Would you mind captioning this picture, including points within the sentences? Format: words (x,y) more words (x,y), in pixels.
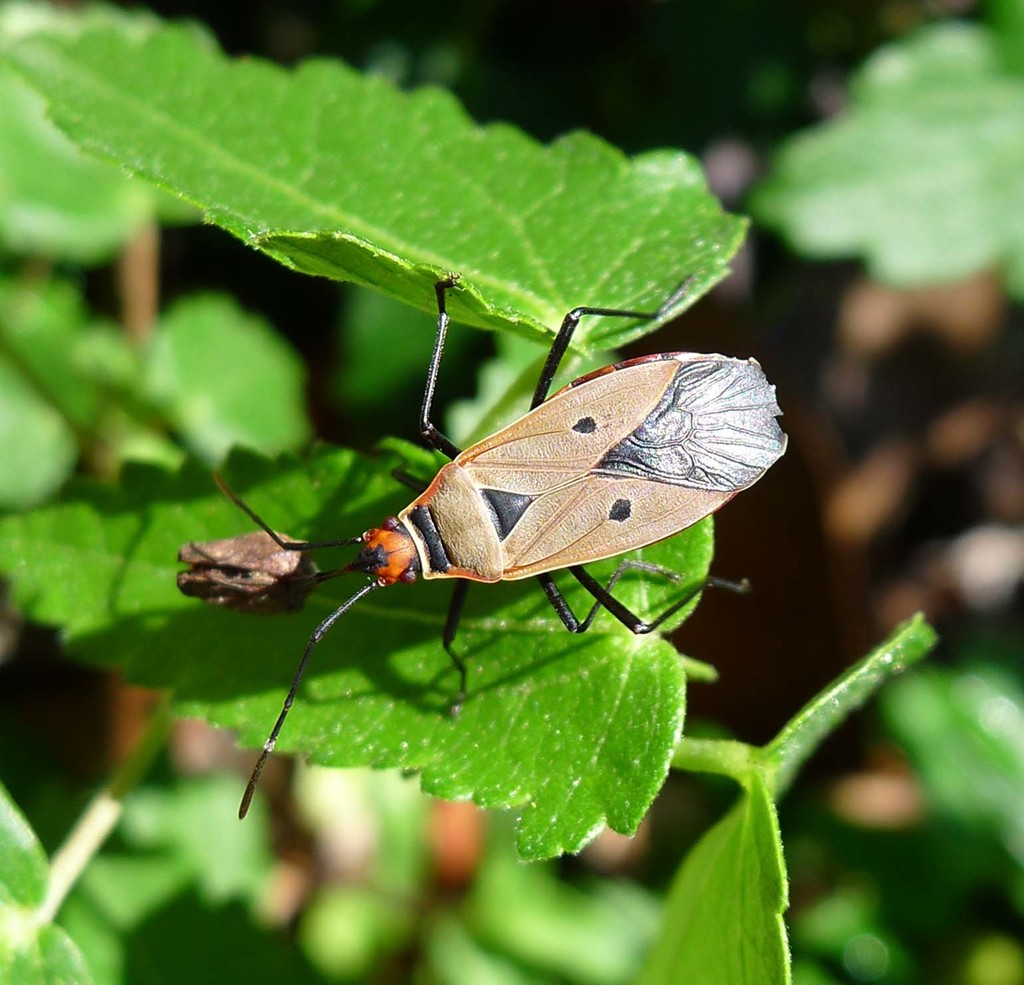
In this there is a bug (649,382) which is standing on the leaf (397,696). On the left (254,369) there is a plant (239,416).
